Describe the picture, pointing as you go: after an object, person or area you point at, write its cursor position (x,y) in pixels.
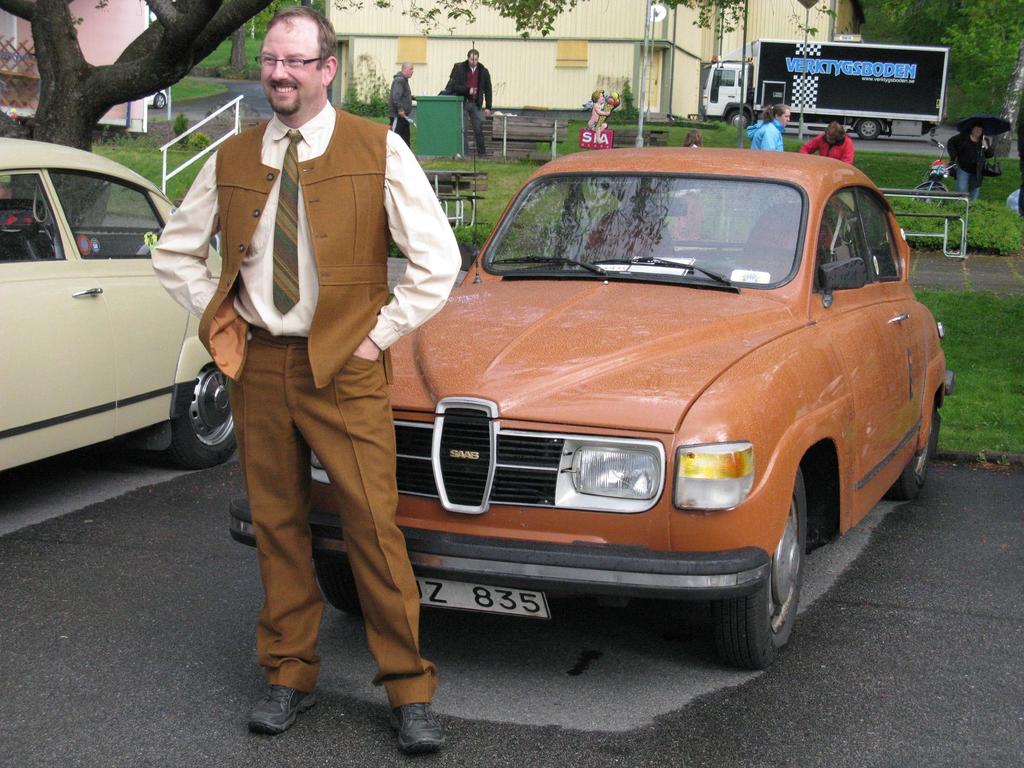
In this image we can see two cars (588,374) on the road (812,665) and a man (415,675) standing in front of the car (751,618), in the background (982,118) there are few people (832,145), a person (972,134) is holding an umbrella (998,122), there are benches (478,174), iron pole (641,95), trees (1011,132) and a truck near the buildings (433,93).
